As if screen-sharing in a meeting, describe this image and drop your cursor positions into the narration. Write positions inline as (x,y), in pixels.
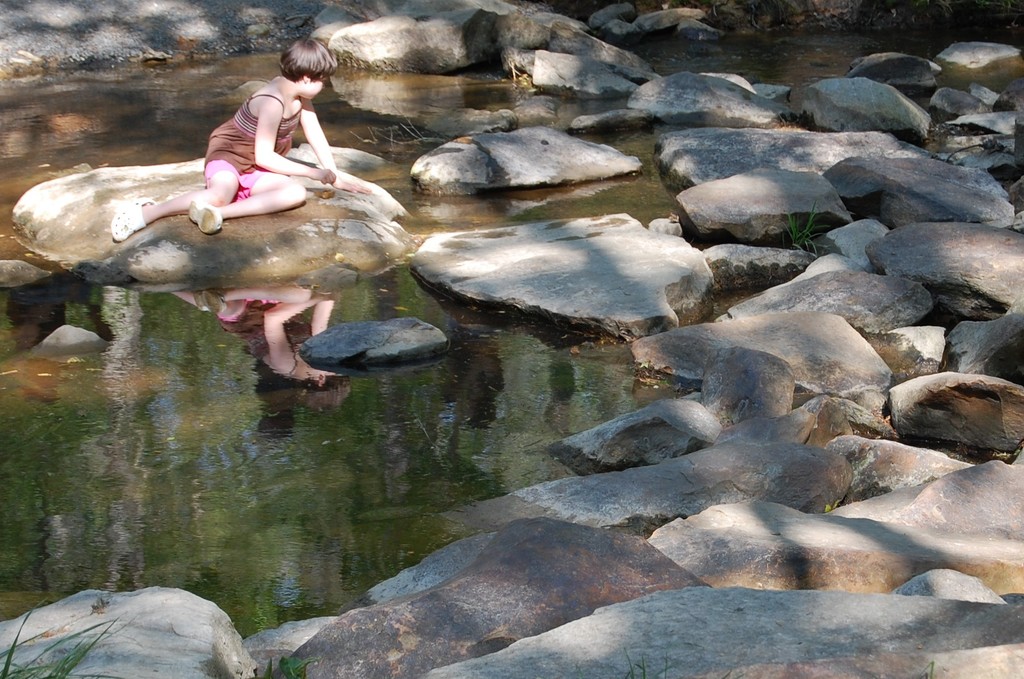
In this picture we can see a kid (266,177) is sitting on a rock (247,232). On the right side of the kid (242,196), there are rocks (712,111) and water (350,442). On the water (263,445) we can see the reflection (270,332) of the kid (265,148).
